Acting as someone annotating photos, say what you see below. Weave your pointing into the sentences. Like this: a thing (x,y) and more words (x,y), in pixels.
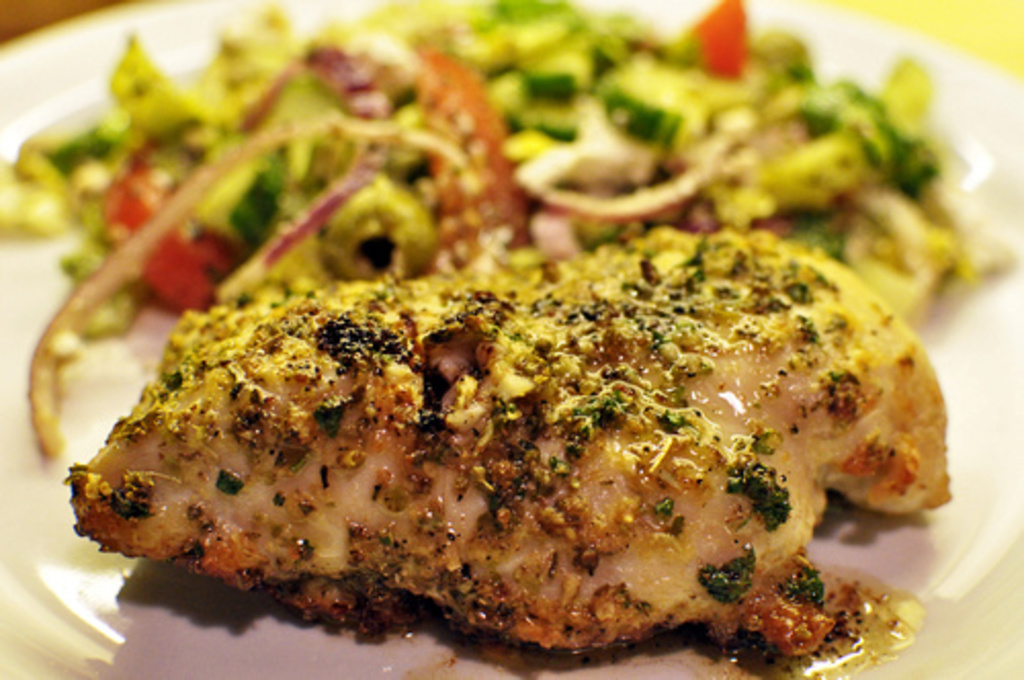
In this image there is a plate (990,338). There is food (360,317) on the plate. There are onions (356,177), red bell pepper (461,138), zucchini (277,201) and meat (424,380) on the plate (51,479).
